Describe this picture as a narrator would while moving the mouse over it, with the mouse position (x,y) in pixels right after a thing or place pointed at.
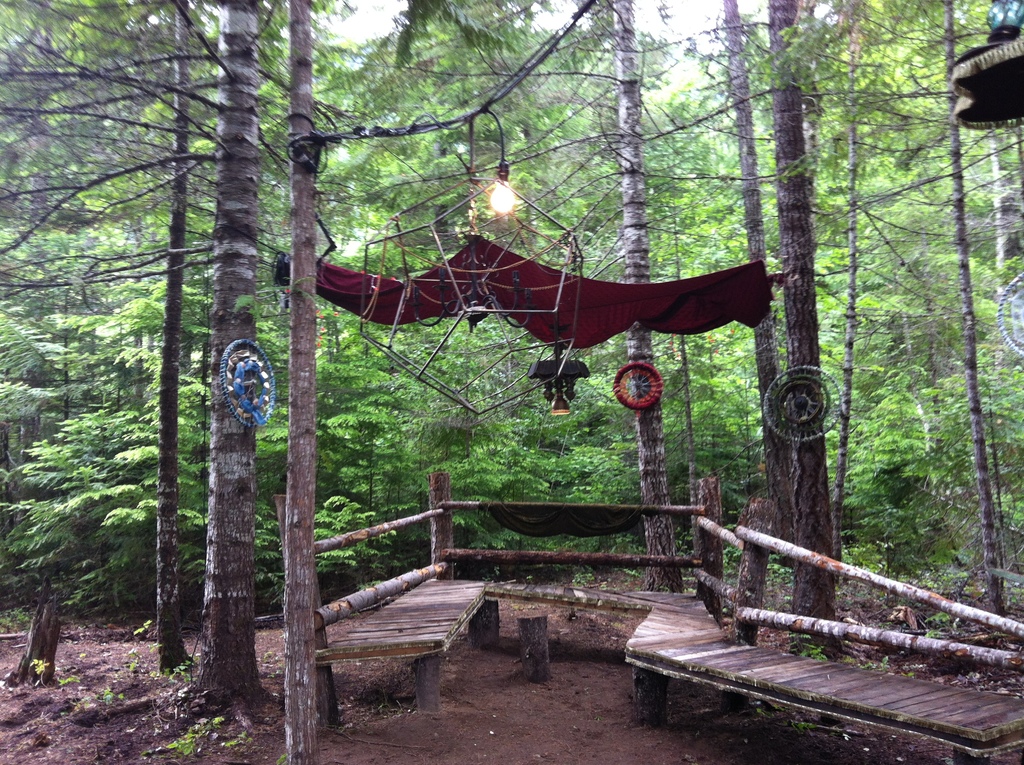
At the bottom of the picture (705,635), we see wooden bench (665,651) and wooden railing (389,589). Above that, we see a tent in red color. We even see a bulb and something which looks like a wheel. There are trees (829,345) in the background (510,237). This picture might be clicked in the forest (335,466).
